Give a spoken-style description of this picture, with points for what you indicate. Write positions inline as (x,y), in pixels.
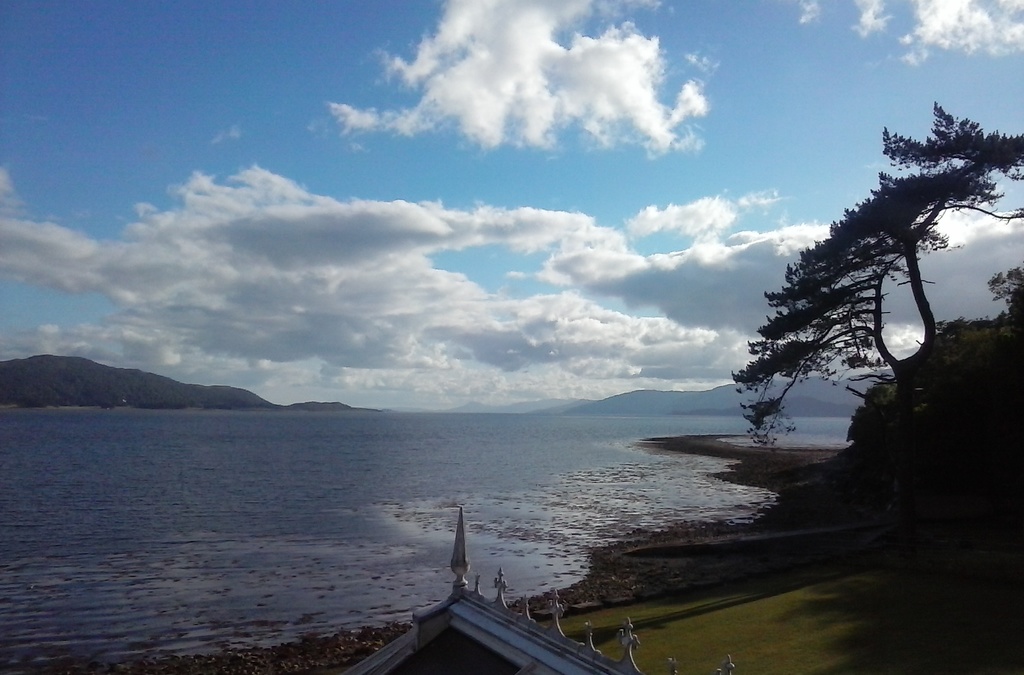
In this image I can see water (465,474). There are trees (1019,509), hills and in the background (438,314) there is sky (428,302). Also at the bottom of the image (497,660) there is a metal object (471,642).
